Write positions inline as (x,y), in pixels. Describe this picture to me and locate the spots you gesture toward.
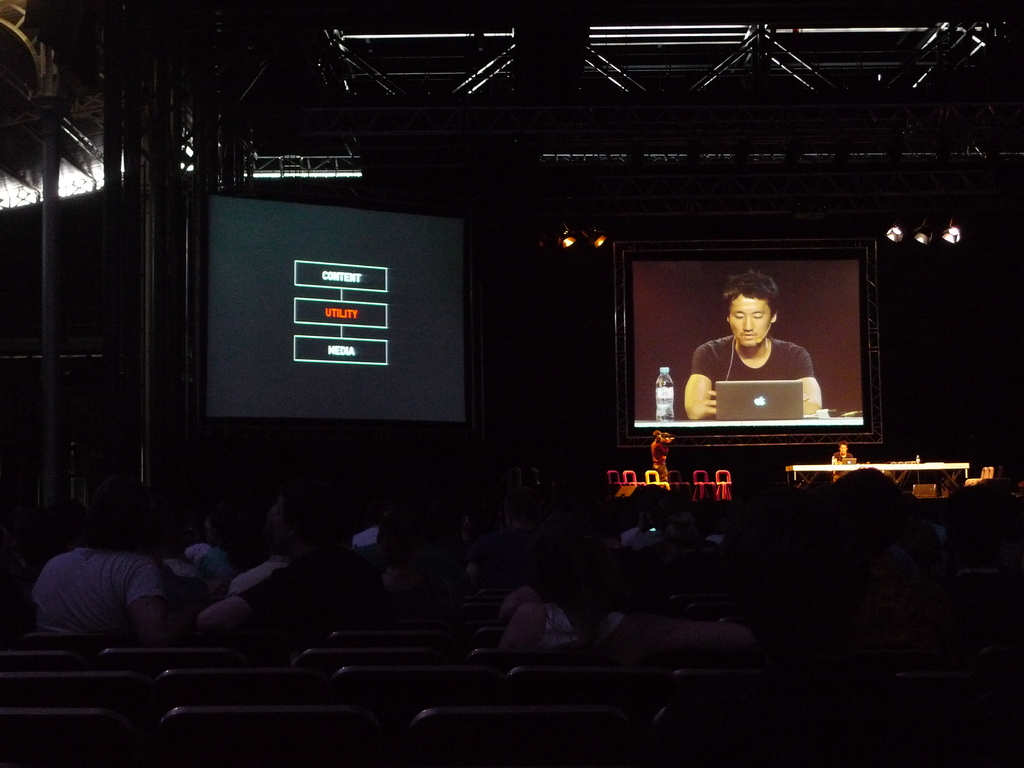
In this image at the bottom (78,574) we can see many people (69,604) are sitting, in the middle (663,465) we can see some people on the stage (940,476) and in the background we can see two screens (256,213).
